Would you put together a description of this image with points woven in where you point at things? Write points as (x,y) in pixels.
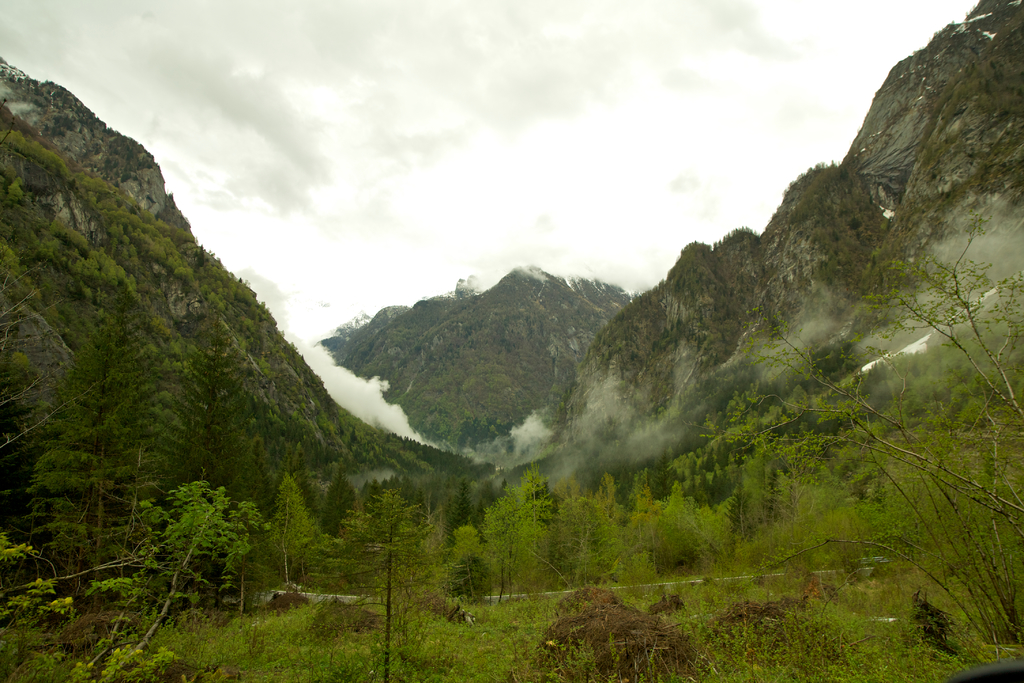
At the bottom of this image (369,521), there are plants (190,536), trees (666,528) and grass (214,633) on the ground (177,676). In the background (825,178), there are mountains (82,297), smoke (941,310) and there are clouds (458,51) in the sky (460,99).
